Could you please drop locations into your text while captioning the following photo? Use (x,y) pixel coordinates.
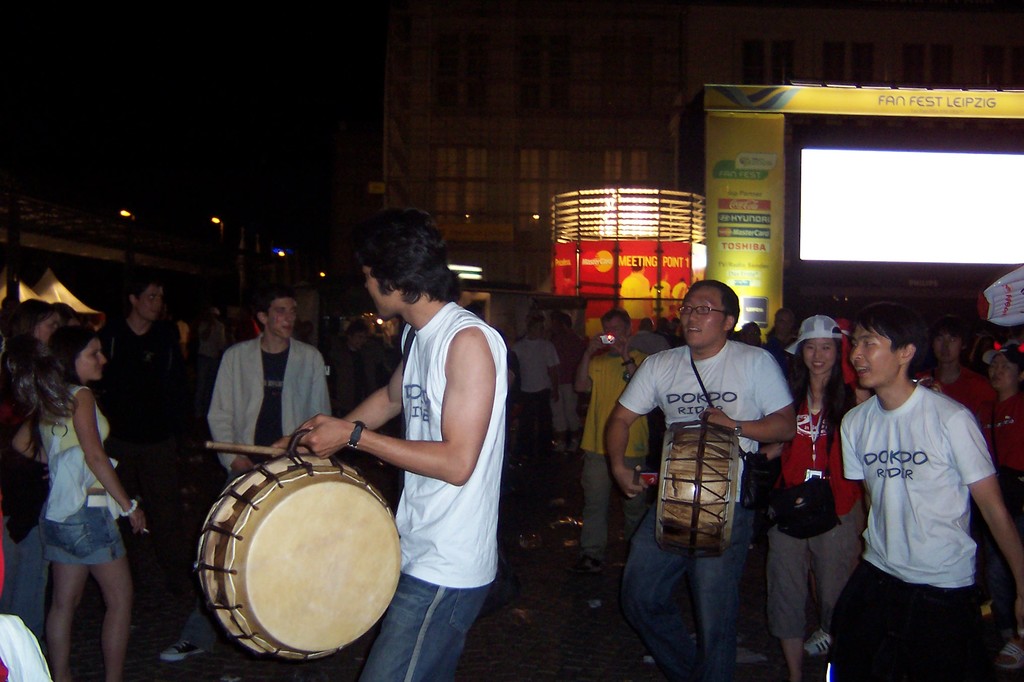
There are lot of people (161,348) standing on road (598,672) and few men (441,673) are playing drums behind them and there is a stage (714,148) with lights (621,225) and at back (622,123) there is a building (639,121).
